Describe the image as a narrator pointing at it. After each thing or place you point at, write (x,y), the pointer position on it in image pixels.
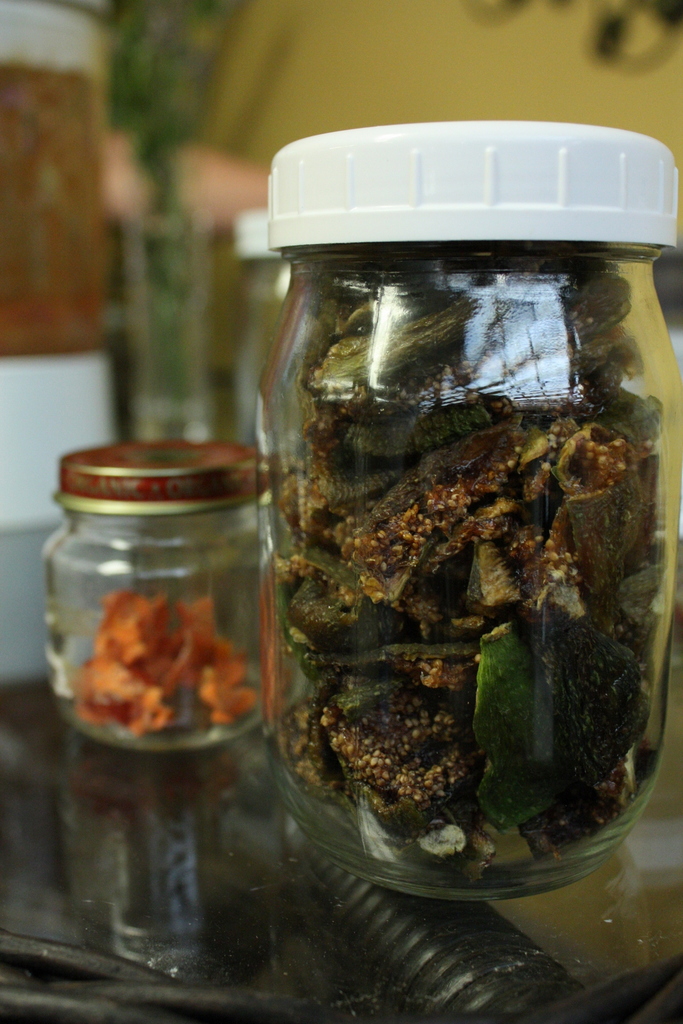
There is something in the bottles (342,279).
